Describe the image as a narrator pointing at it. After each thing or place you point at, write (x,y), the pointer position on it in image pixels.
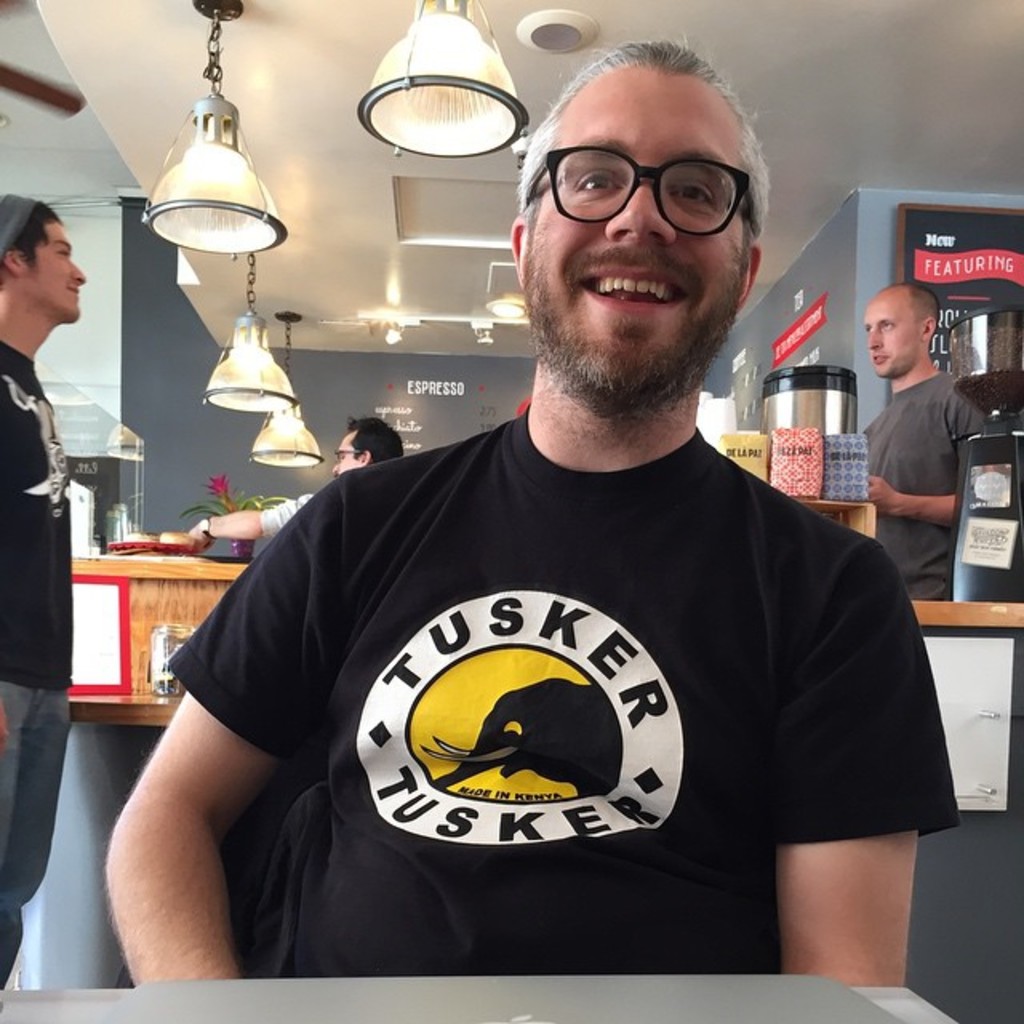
In the foreground of the image (515,690) we can see a person (658,485) wearing spectacles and a laptop (652,1017) placed on the surface (901,1009). in the center of the image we can see some persons (379,420) are standing, group of containers (865,476), plant (225,496) with a flower (216,485) in a pot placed on the table (189,610). In the background (974,254), we can see a board (931,258) with some text (821,320) on the wall (813,315) and the group of lights (300,424).
